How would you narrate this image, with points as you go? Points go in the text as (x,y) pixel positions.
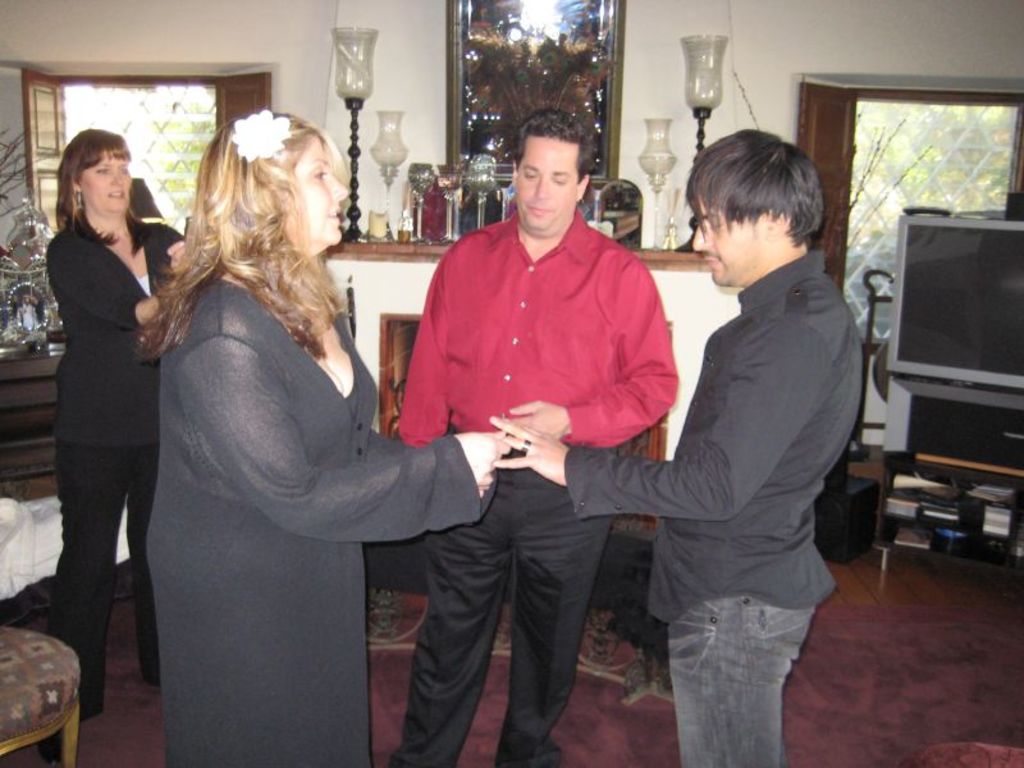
In this image we can see men (481,363) and women (472,512) standing on the floor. In the background (516,75) there are decors (37,252), candle holders (660,132), beverage glasses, television set (924,218), books (937,490) arranged in the racks (934,505), chairs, windows (146,107) and a wall hanging (506,66) to the wall (426,61).
